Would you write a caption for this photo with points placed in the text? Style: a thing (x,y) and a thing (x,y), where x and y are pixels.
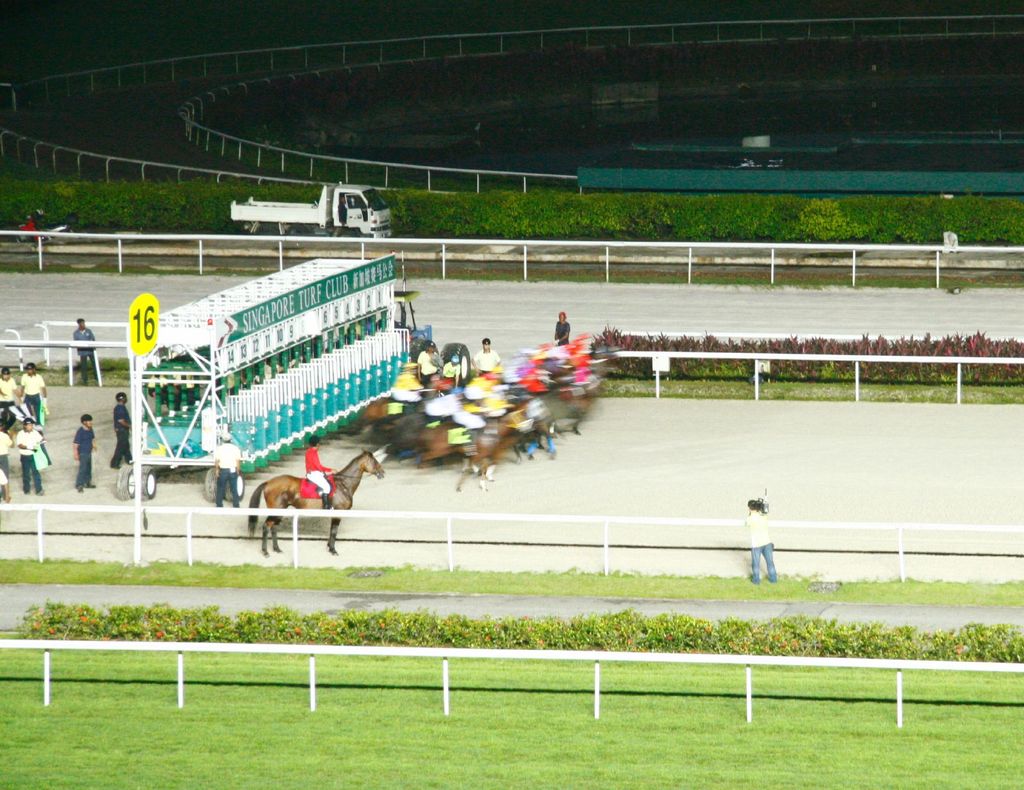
In this picture we can see many horse (488,422) on the road (601,426), beside that we can see a group of persons (88,423) were standing near to this vehicle (159,405). At the bottom (600,703) we can see fencing (881,667), plants (660,613) and grass (635,727). On the right (761,550) there is a man (759,514) who is holding a camera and standing near the fencing (716,521). In the background (688,192) we can see the stadium (477,167) and vehicles (296,206).
